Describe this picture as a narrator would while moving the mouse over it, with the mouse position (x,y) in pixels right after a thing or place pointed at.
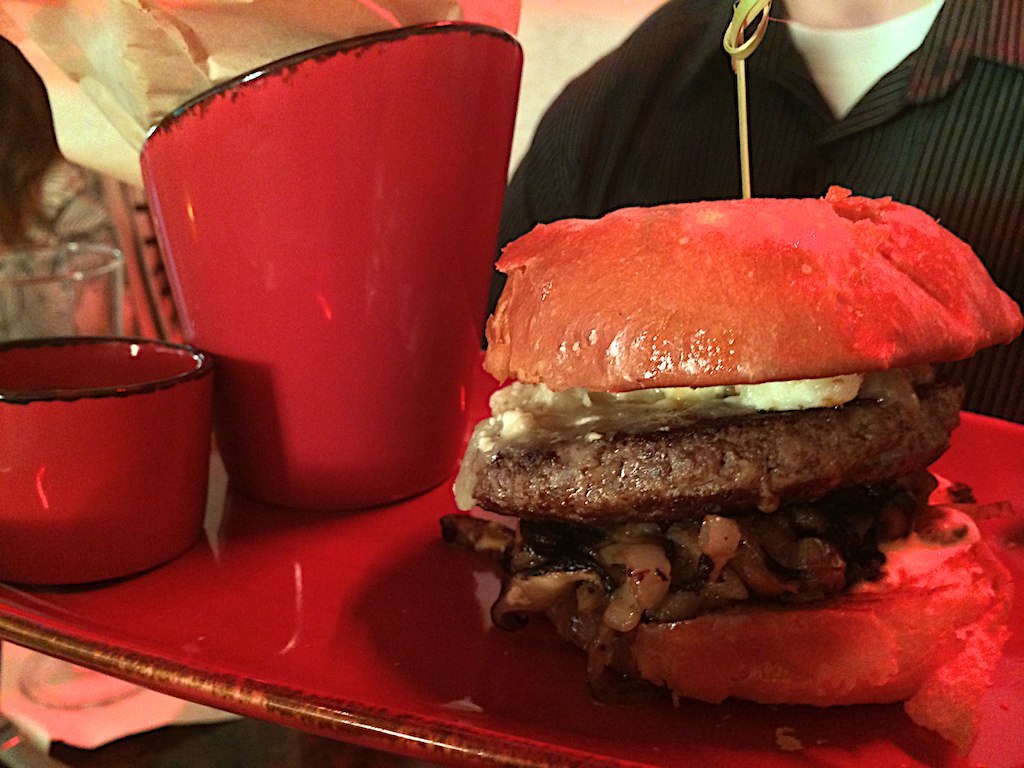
In this image we can see burger (679,587), cup (201,267), bowl (184,447) on the tray (248,614). In the background (708,114) we can see a person (669,87) and other objects (71,321).
